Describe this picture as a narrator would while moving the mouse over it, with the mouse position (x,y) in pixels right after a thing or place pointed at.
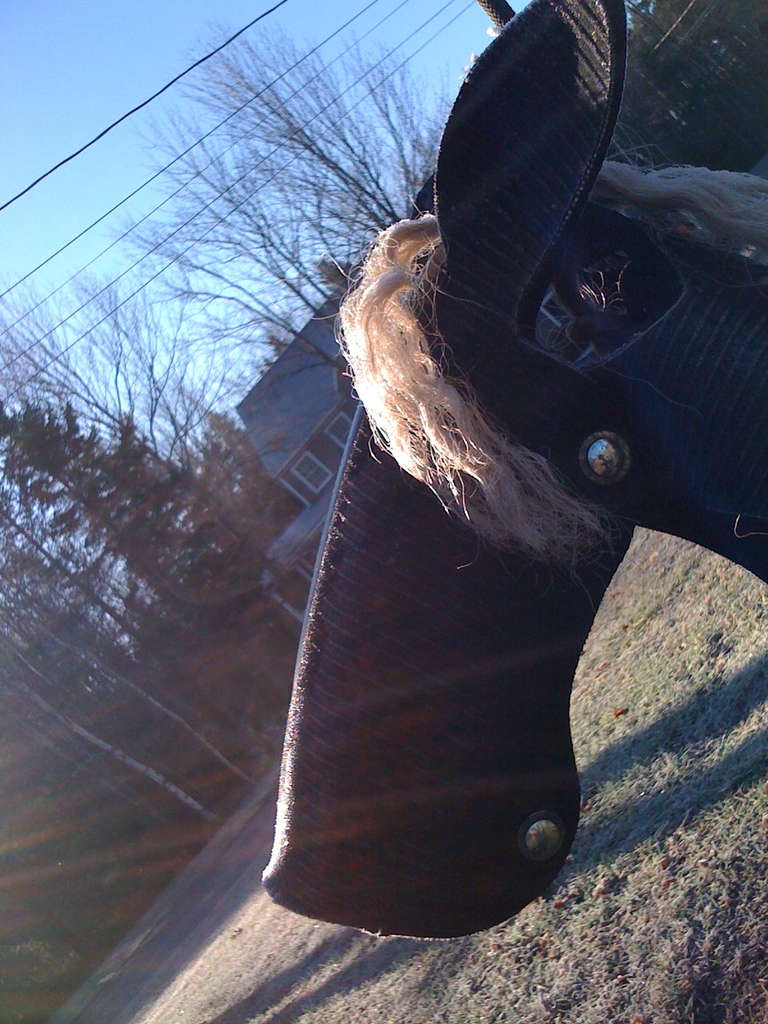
In this picture there is a leather object (467,719) towards the right (578,501). On the object (474,711) there are nuts (607,475) and thread like structures (412,455). In the background (314,393) there is a building (277,400), trees (394,131), wires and sky (79,135).
